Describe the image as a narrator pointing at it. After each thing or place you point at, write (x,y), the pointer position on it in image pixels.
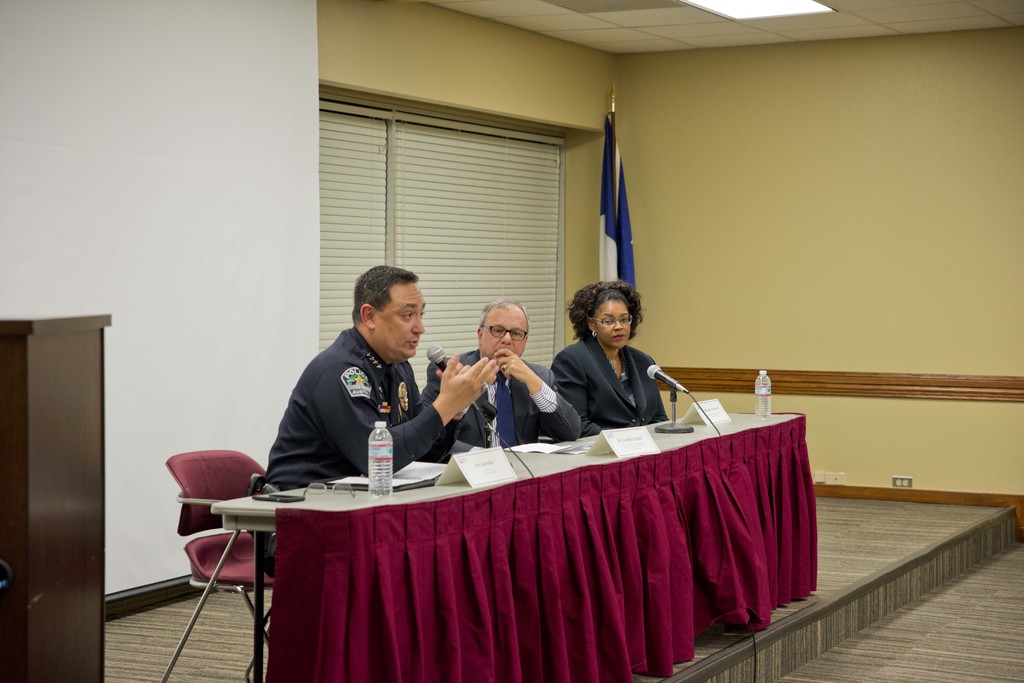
The person (296,400) wearing police uniform (376,403) is sitting and speaking in front of a mic (437,359) and there are two other persons (494,391) sitting beside him and there is a flag (612,220) in the background (620,209).
